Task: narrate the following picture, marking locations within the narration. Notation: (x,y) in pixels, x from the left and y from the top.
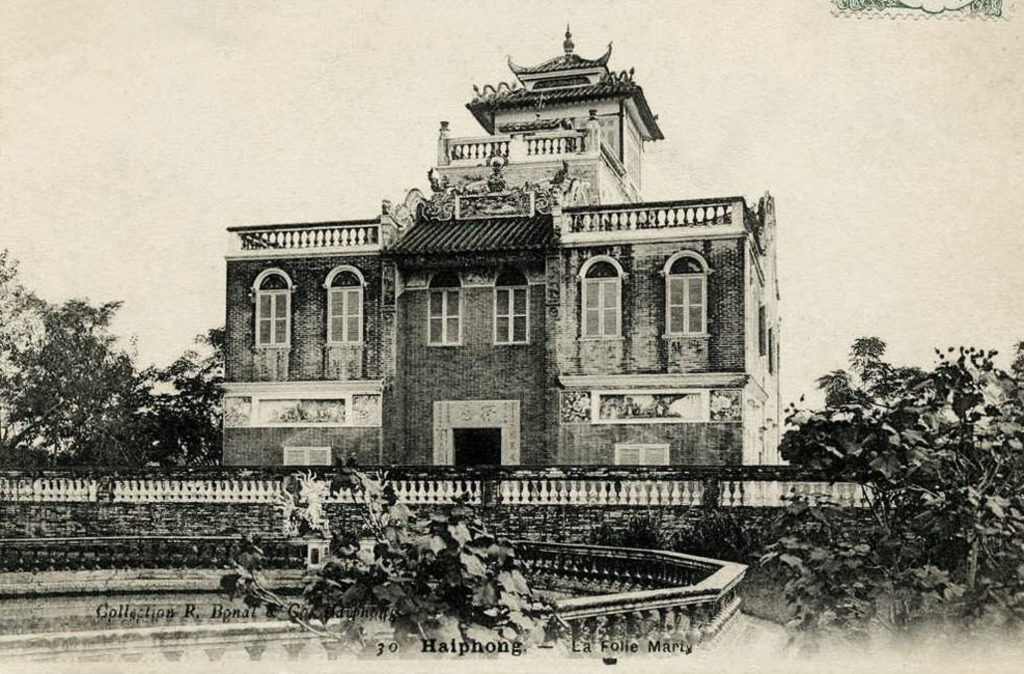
In this picture we can see a building (367,446), windows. We can see trees (42,388) and plants (934,455). At the bottom portion of the picture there is something written in black letters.
